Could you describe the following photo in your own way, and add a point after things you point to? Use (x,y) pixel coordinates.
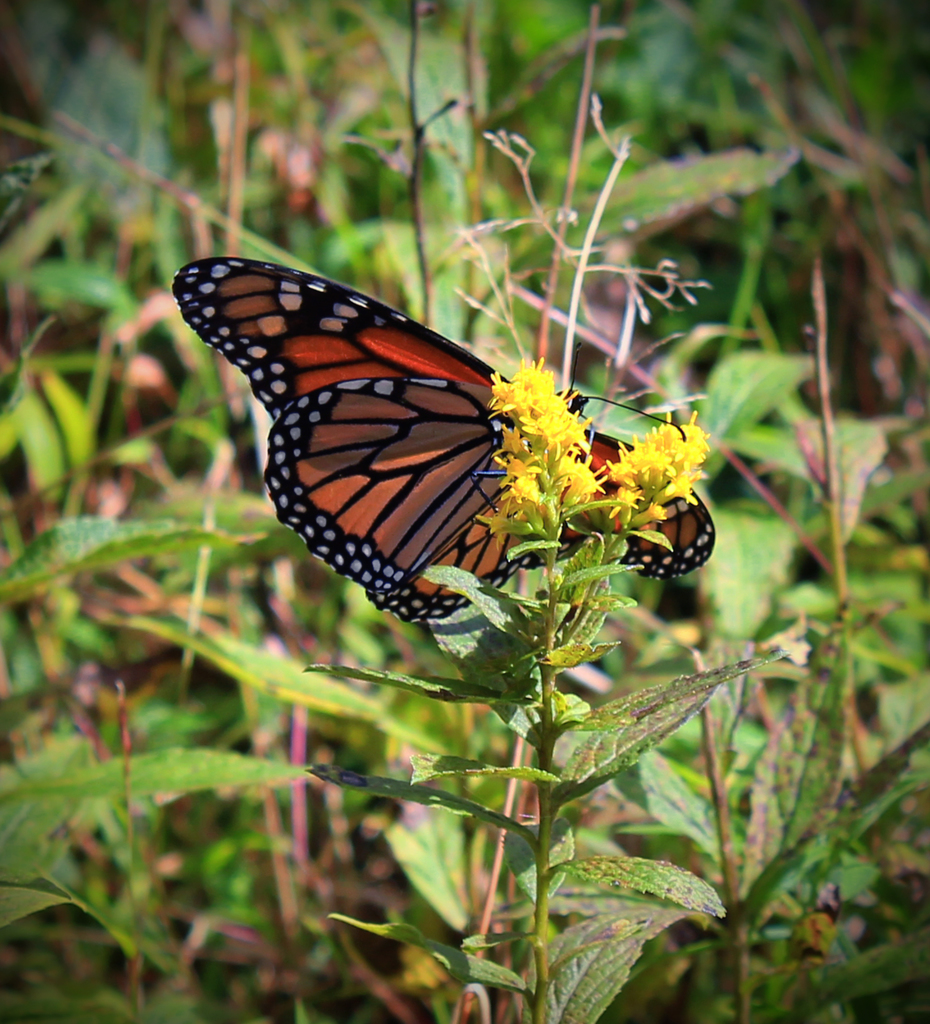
In this picture we can see a butterfly (277,336) on a flower (584,464) and in the background (252,167) we can see plants (156,214).
